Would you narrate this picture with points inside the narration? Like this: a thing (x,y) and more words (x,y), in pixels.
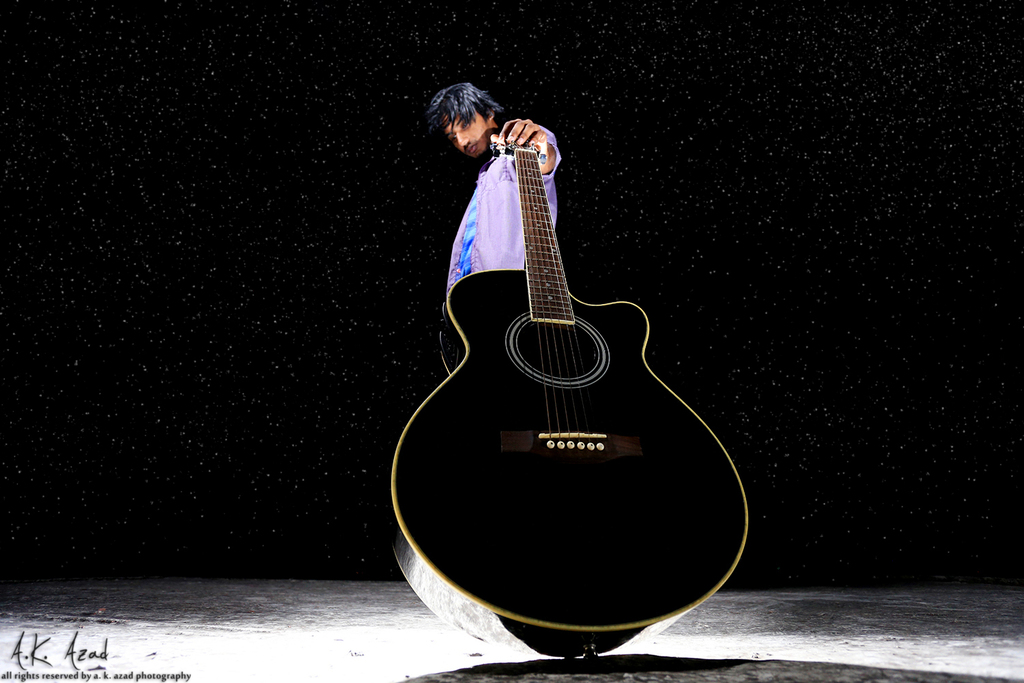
This picture seems to be of inside. In the center (474,230) there is a man (464,135) standing and holding guitar (528,290) which is placed on the ground (691,657) and the background (231,16) is dark which seems to be a curtain (754,396). In the bottom left (55,650) we can see a watermark (75,669) on the image.
